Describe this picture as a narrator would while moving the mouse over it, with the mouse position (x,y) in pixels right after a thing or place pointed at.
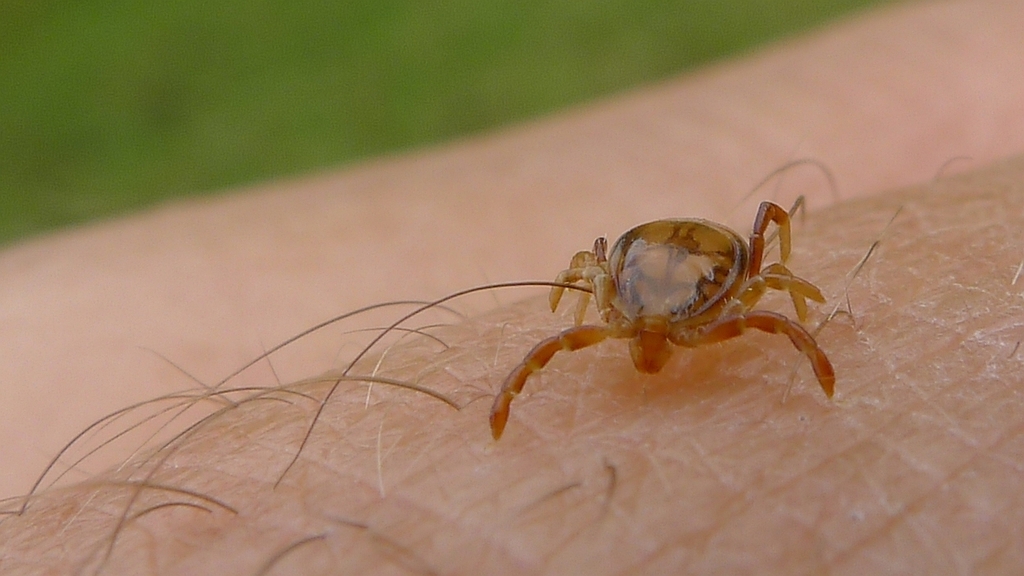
In this image there is a tick (792,338) on the skin (593,480) of a person (878,365), beside that there is a blurry green background.
